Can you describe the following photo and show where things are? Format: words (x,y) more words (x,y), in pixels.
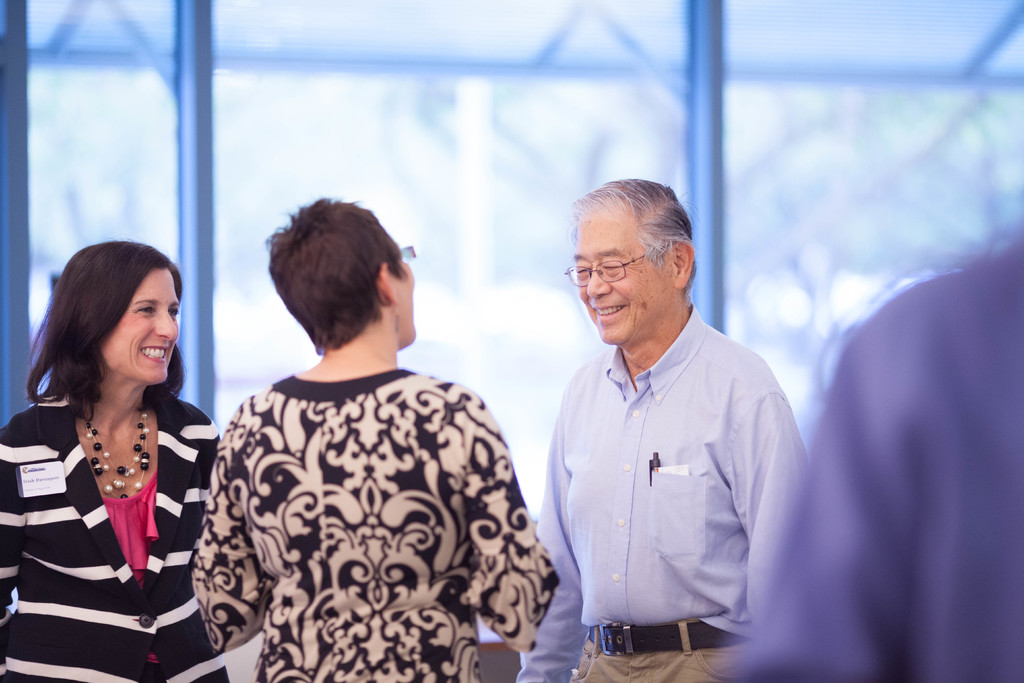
In the center of the image (633,238) there are people (442,672) standing. In the background of the image (707,22) there are rods (722,20).
